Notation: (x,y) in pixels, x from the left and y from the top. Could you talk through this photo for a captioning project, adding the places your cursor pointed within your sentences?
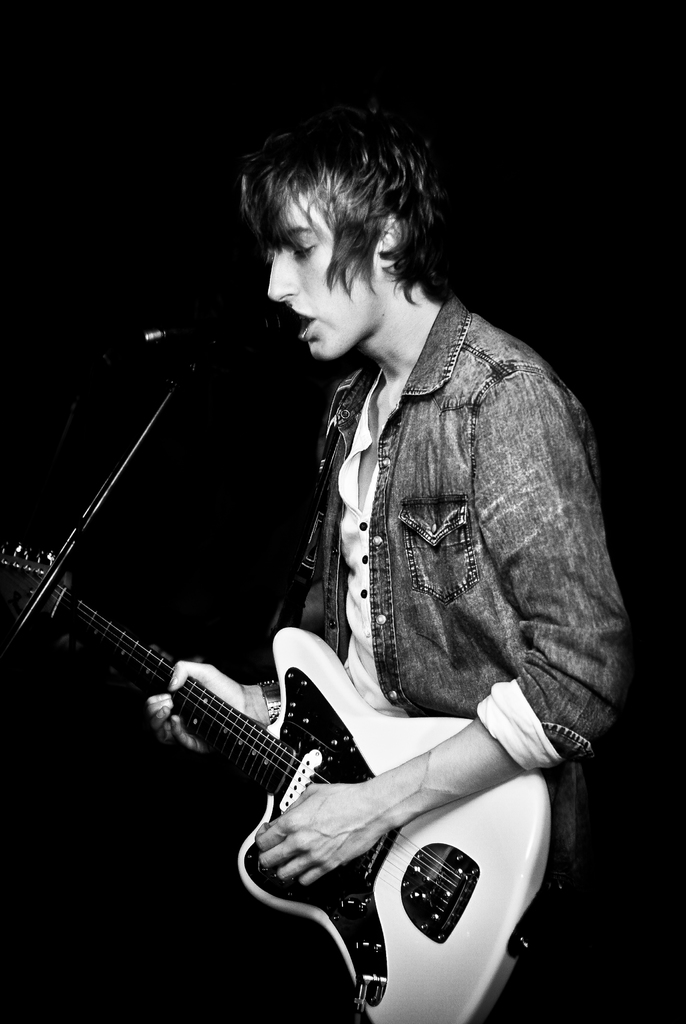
Here is a man (291,236) who is singing a song, he is wearing a jacket (429,518) and holding a guitar (301,764) in his hand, in the background (191,474) is black.
